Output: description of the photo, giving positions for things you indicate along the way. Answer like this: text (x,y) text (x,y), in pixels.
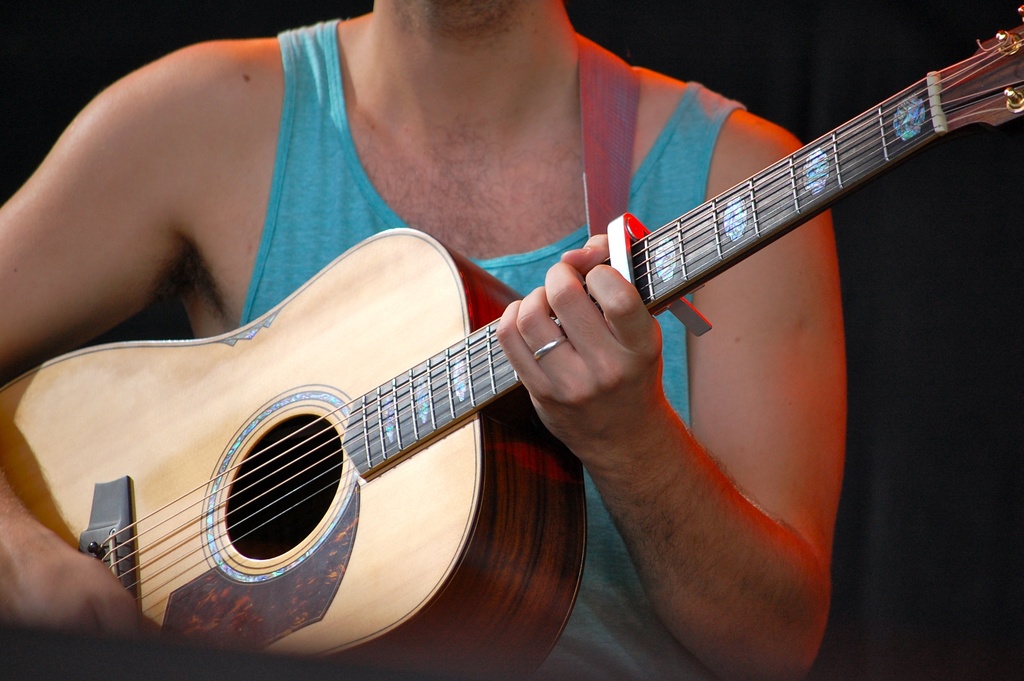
In this image we can see a person (457,238) who is wearing a tank top (377,208) and holding a guitar (368,505) in his hands (584,351).
